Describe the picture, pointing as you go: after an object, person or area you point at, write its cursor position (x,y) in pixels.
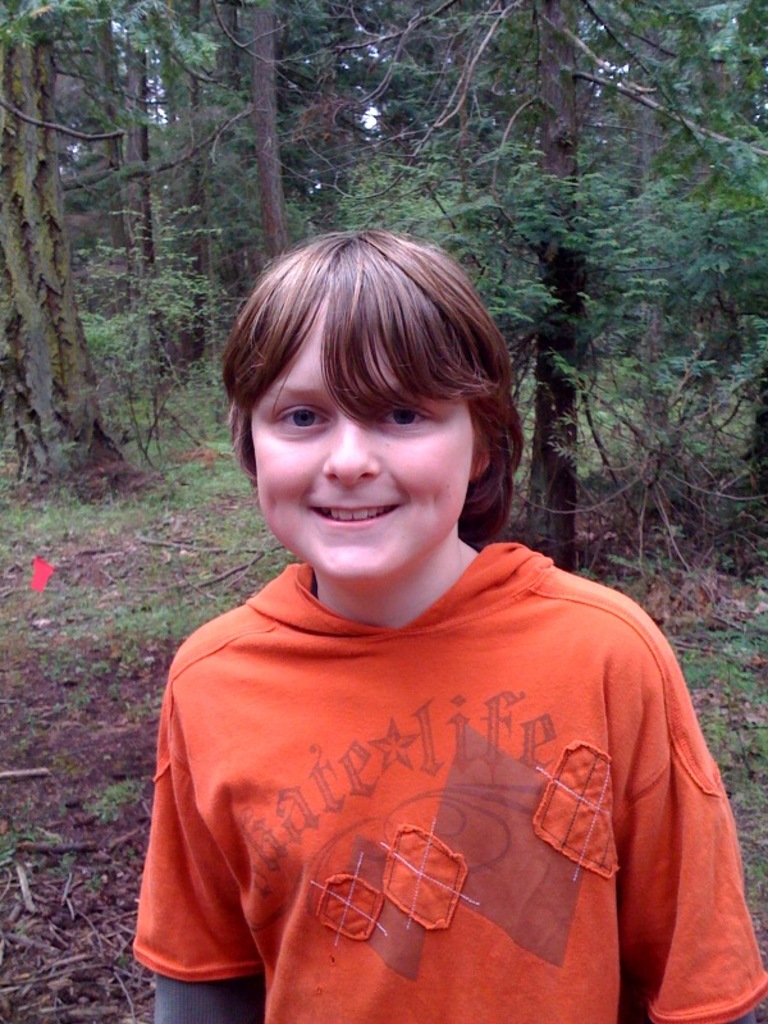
As we can see in the image in the front (502,730) there is a boy (489,605) wearing orange color jacket (443,804) and in the background (301,202) there are trees (296,139).
